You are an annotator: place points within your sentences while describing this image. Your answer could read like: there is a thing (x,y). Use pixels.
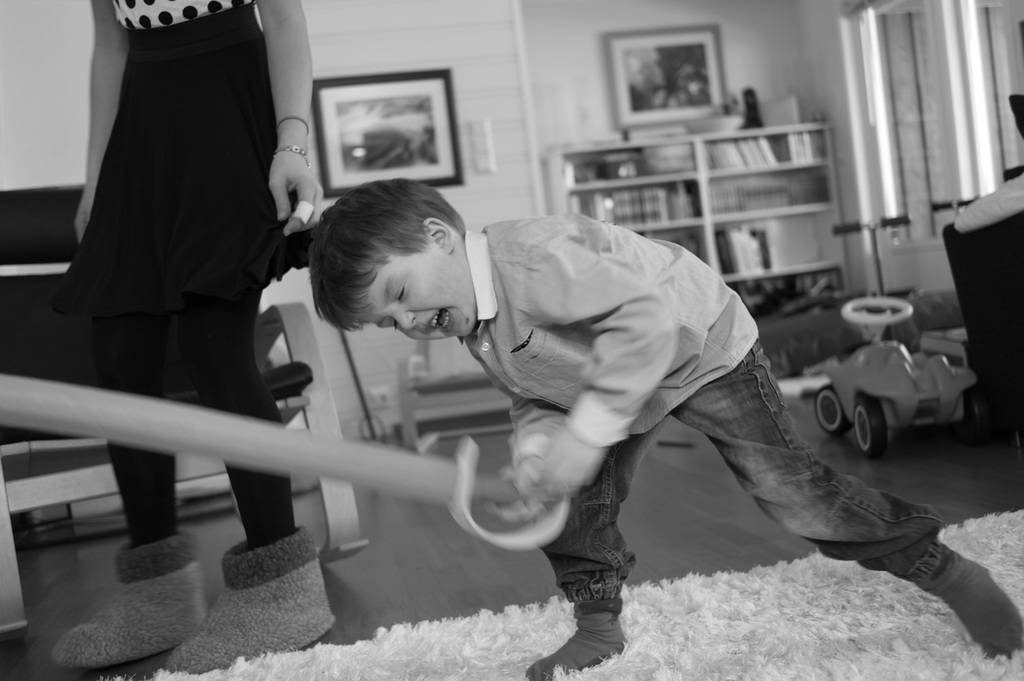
This is a black and white picture. Here we can see a kid (645,383) holding a stick (469,480) with his hands (554,480). This is floor (723,497) and there is a carpet (777,637). Here we can see a person (208,292), chair (3,246), toy (952,395), rack (707,202), books (629,211), and frames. In the background (475,60) we can see wall (538,173).
